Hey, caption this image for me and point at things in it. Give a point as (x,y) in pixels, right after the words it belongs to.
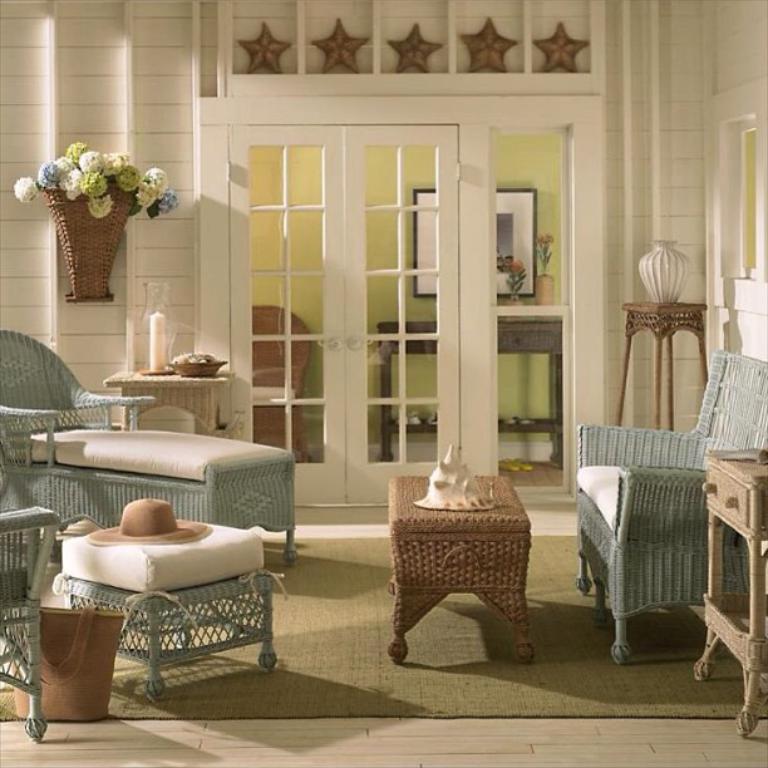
In a room (427,111) there is flower vase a sofa (228,449) and a table (154,389) beside that there is a hat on table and stars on wall (154,21) above the door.
